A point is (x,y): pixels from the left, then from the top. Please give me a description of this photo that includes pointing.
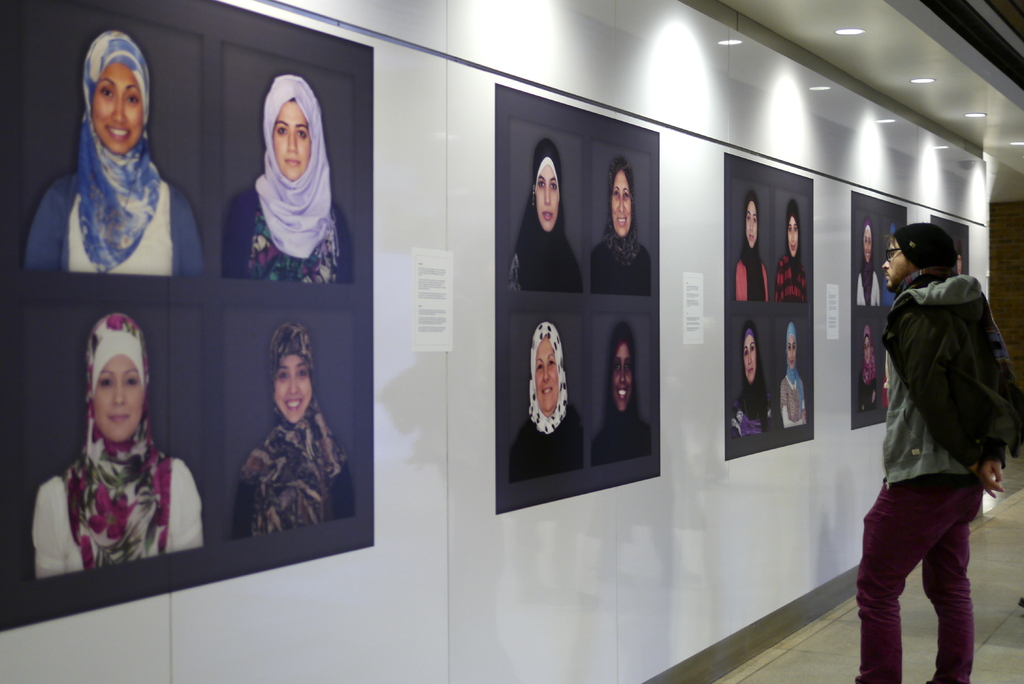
In the foreground of this image (941,418), there is a man (932,497) standing near a wall (789,575) to which few posters (583,305) are posted on it. On the top (850,33), we can see few lights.
